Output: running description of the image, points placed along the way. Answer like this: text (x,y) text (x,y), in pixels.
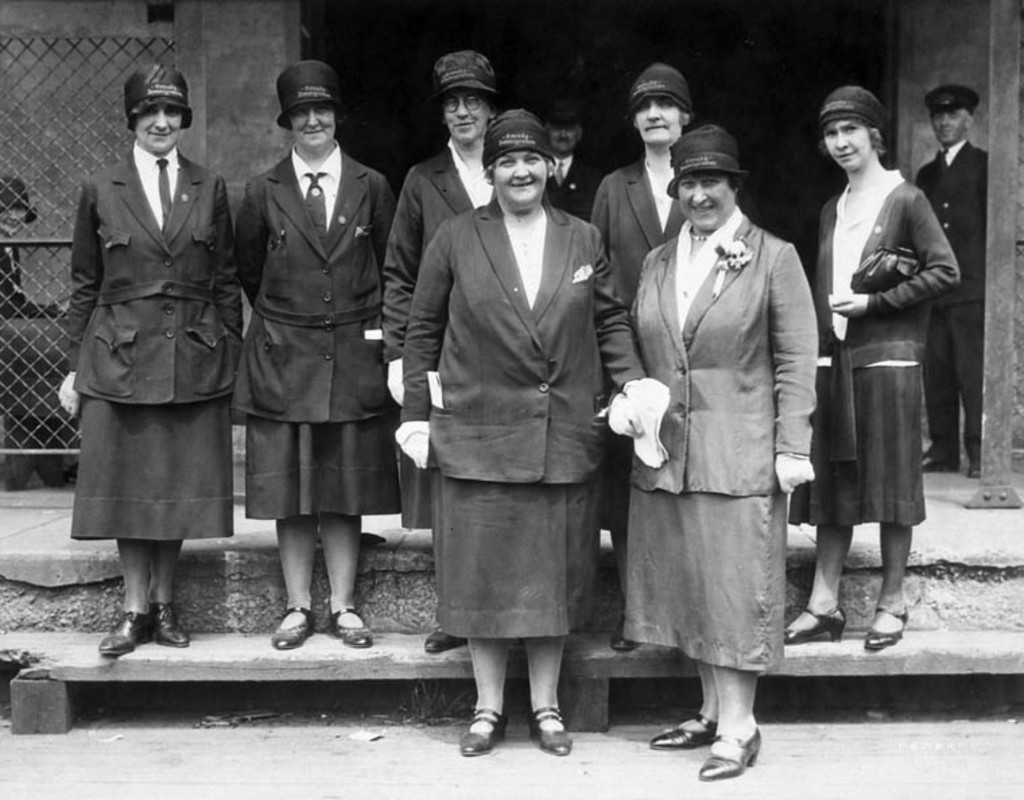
In the foreground of this image (703,648), there are people (370,289) standing and posing to the camera. In the background (240,49), there is fencing (80,81), pillar (232,81) and also three people (564,151).
